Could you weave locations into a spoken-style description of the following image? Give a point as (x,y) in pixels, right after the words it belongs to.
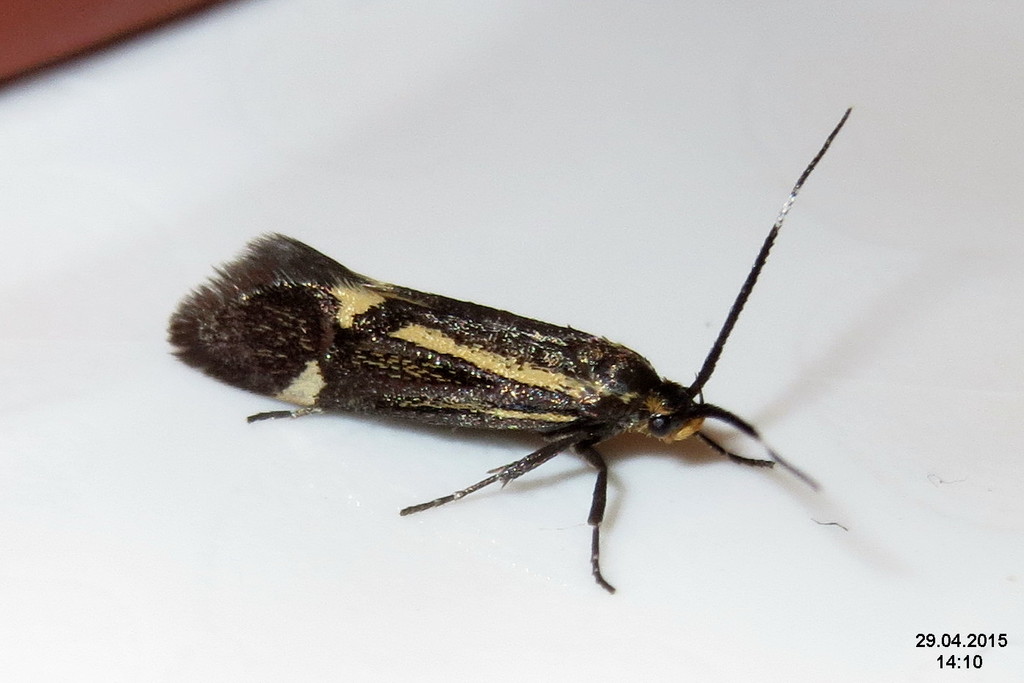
In this image I can see an insect (198,309) on the surface (871,423).
